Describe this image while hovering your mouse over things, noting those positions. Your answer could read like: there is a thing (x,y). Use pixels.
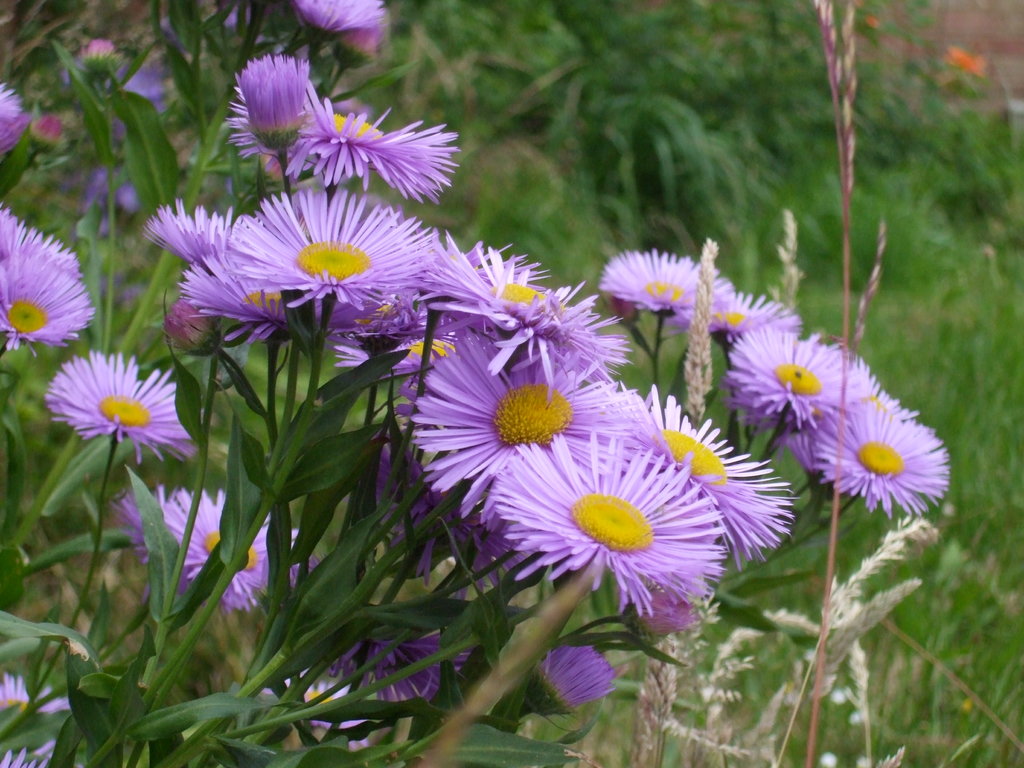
In the picture we can see, full of plants (50,630) and some flowers (700,498) to it which are violet in color and in the middle of the flower (653,489) we can see yellow in color.
